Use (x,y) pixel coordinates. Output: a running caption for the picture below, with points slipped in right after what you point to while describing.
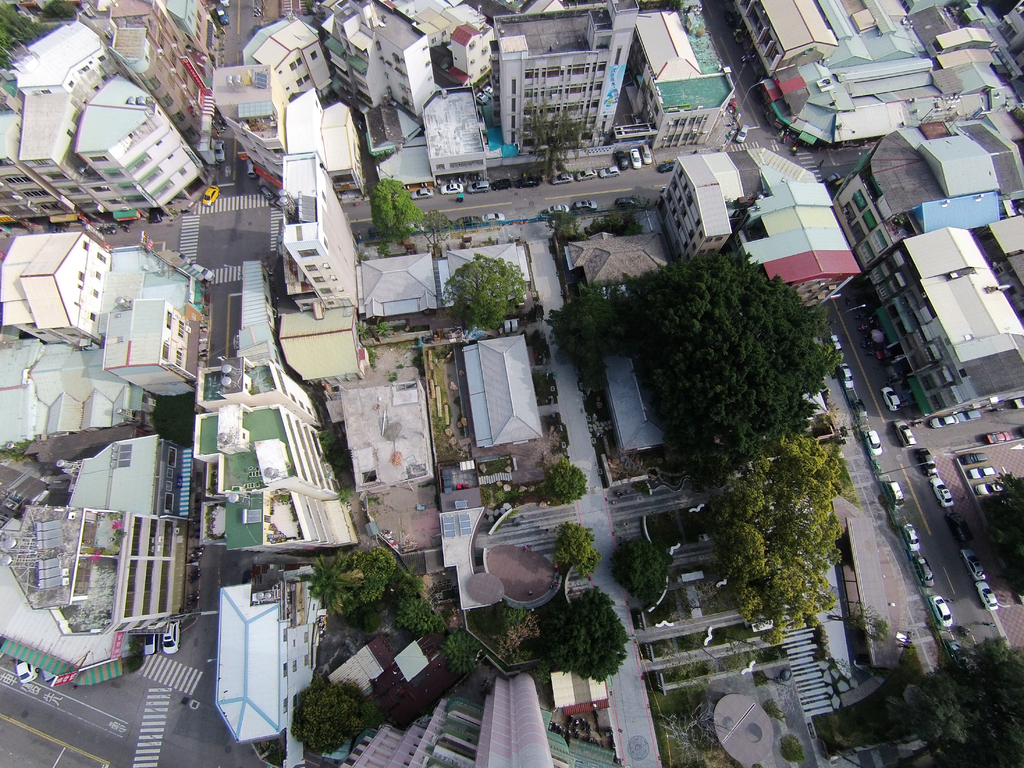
In this is image. This has taken in top (225,248) view. There are trees (704,363) and buildings (447,172). There are cars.
